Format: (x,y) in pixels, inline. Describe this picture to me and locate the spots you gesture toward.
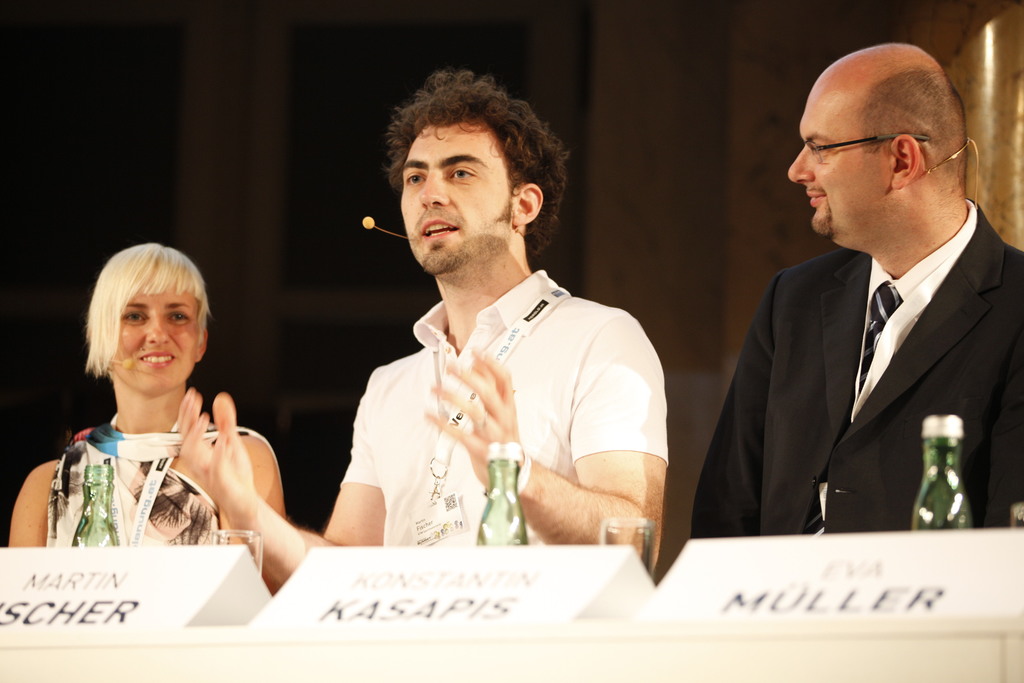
In the center of the image (429,392) we can see three persons (513,401) are in different costumes (789,400) and they are smiling. In front of them, there is a platform (743,637). On the platform (757,637), we can see bottles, boards (401,578) with some text (130,601) and some objects (646,548). And we can see the dark background (178,193).
